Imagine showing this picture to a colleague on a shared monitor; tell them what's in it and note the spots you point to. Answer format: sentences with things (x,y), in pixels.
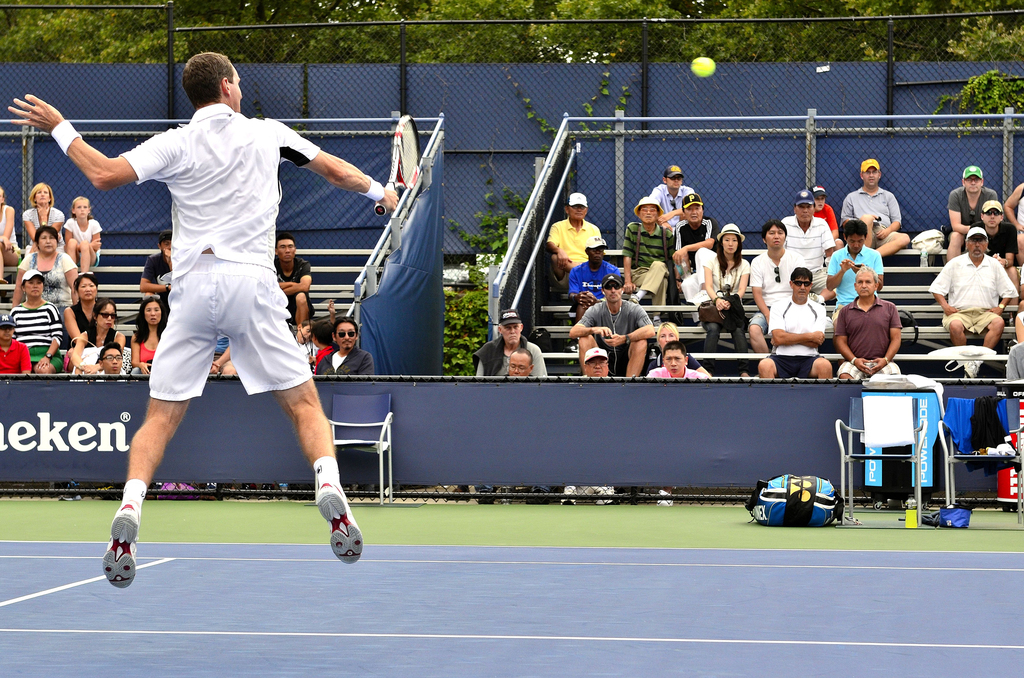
This is a playing ground (389,544). On the left side (237,331), I can see a man (197,276) wearing white color t-shirt (197,194), short (259,307), holding a tennis bat (399,174) in the hand (390,195) and jumping by looking at the ball (697,64). In the background (700,240), I can see few people (653,278) are sitting on the benches (904,270) and looking at this man (202,213). At the back of these people (635,230) there is a fencing (497,98) and some trees (303,20). Here I can see a blue color board (572,410). On the right side (950,455) there are two chairs (916,473) and a bag (828,498) are placed on the ground (895,534).
